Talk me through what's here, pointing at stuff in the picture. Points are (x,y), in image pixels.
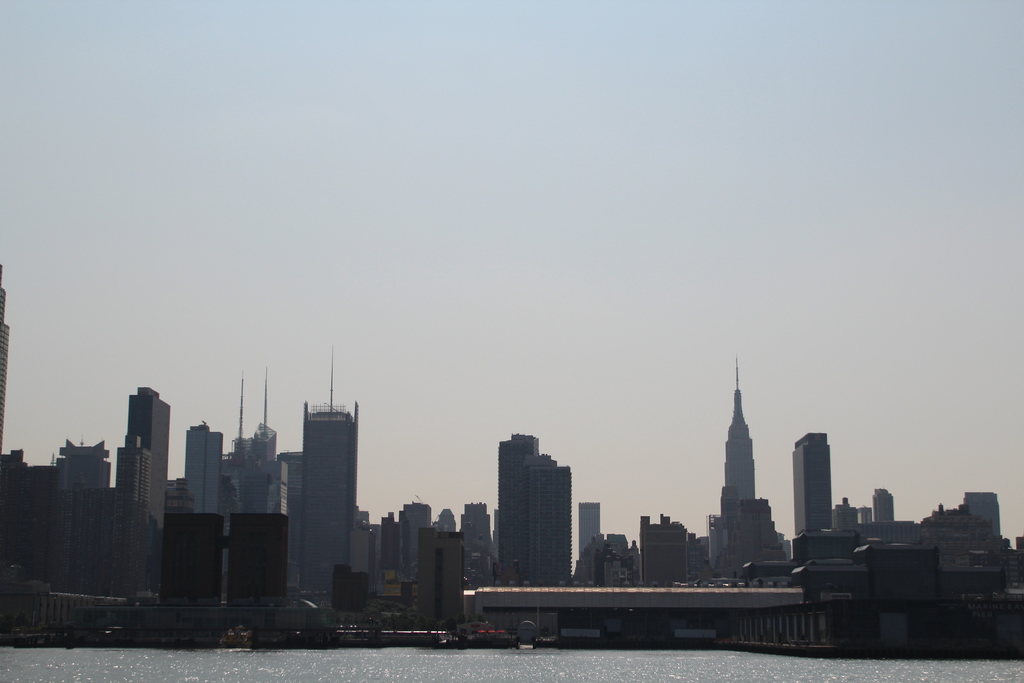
In this picture we can observe some buildings (376,550). There is a river (441,666). In the background (442,232) we can observe sky (497,282).
